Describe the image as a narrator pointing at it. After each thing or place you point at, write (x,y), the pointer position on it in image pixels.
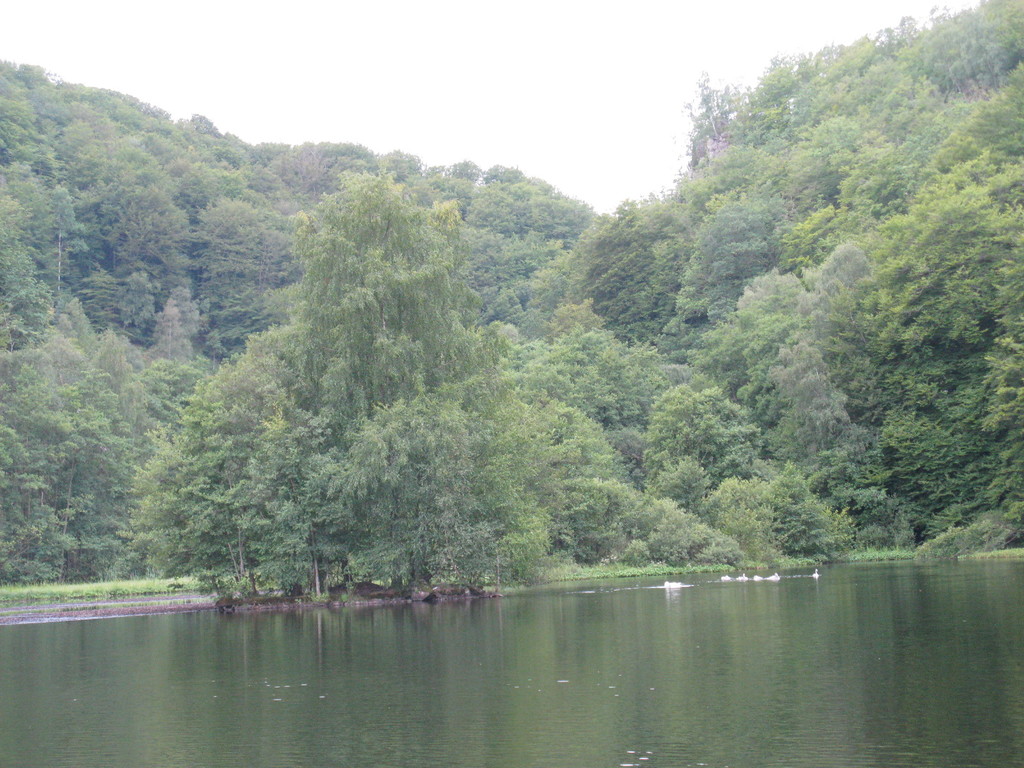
In this image I can see few green color trees (505,388) and the water (887,589). The sky (675,142) is in white color.
